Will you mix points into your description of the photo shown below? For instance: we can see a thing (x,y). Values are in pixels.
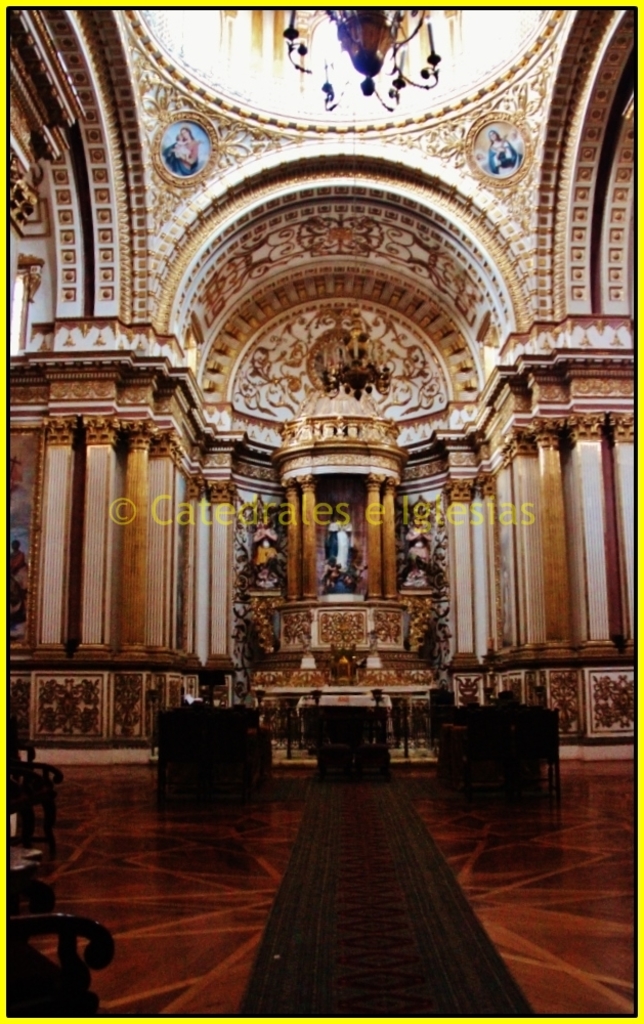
This is an inside picture of the church (373,427), there are some statues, pillars (167,560), chairs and some other objects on the floor (285,853), at the top (372,64) we can see the lights (365,55).
